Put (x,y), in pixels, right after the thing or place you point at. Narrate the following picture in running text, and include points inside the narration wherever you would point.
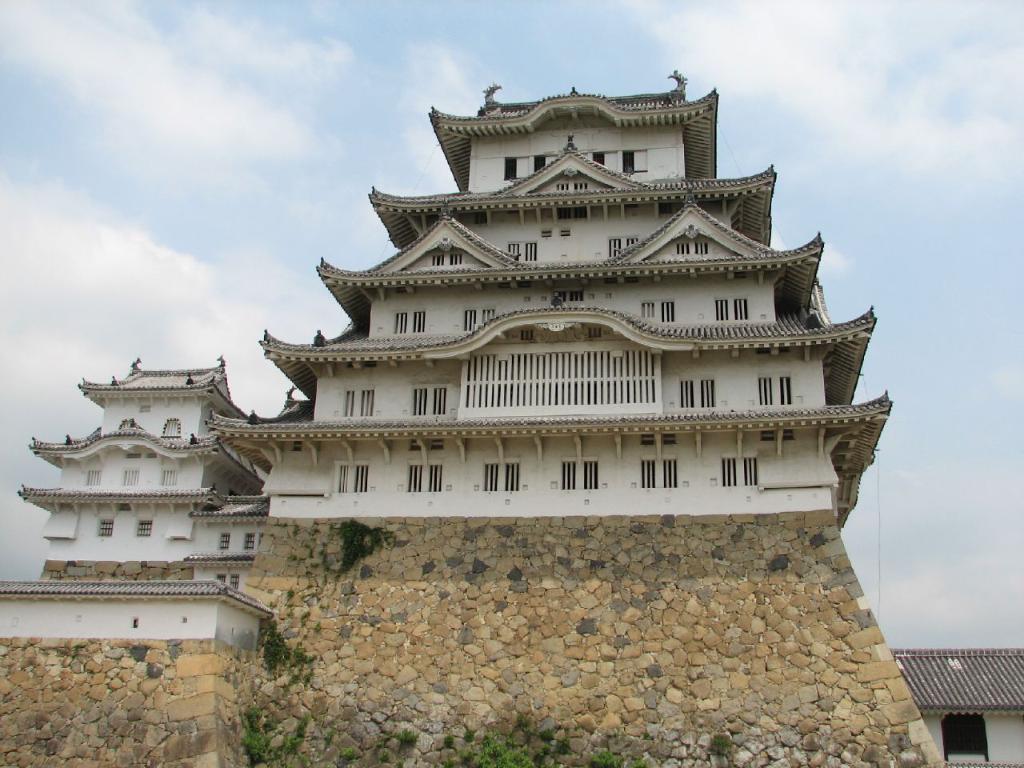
In front of the image there are buildings (1022,708), plants (542,750). At the top of the image (380,146) there are clouds (205,86) in the sky (169,87).
